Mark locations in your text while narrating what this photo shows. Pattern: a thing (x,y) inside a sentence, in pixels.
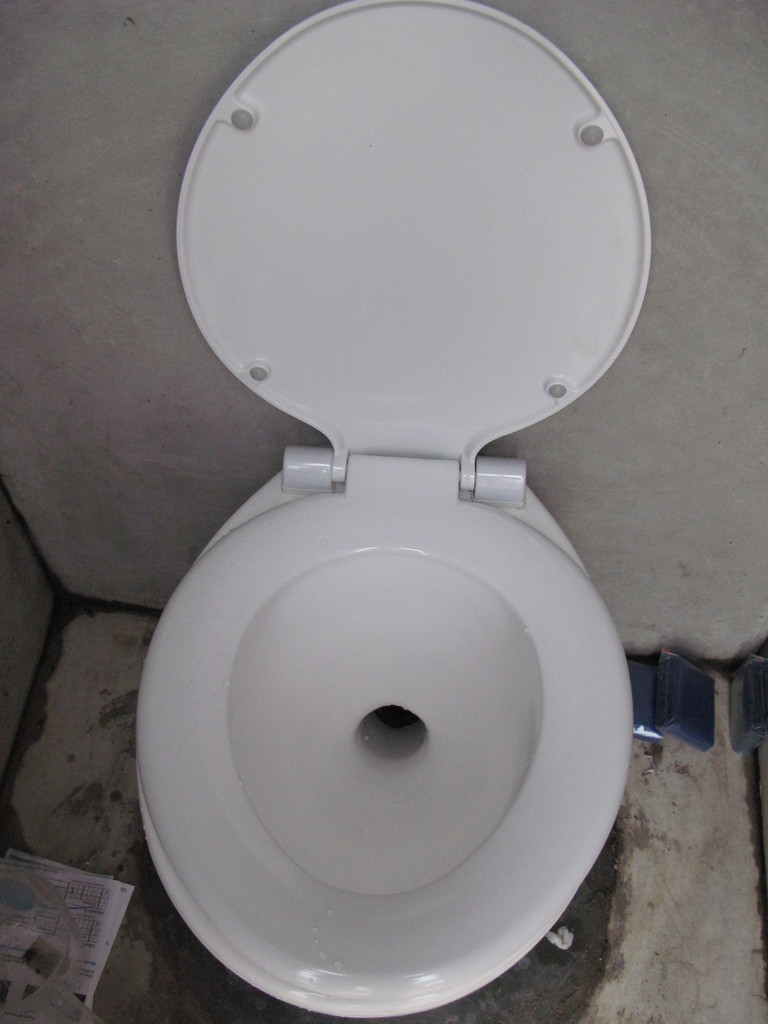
In this image we can see a toilet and a wall (205,459). On the bottom of the image (73,939) we can see some papers (57,963) on the floor (203,1009).
